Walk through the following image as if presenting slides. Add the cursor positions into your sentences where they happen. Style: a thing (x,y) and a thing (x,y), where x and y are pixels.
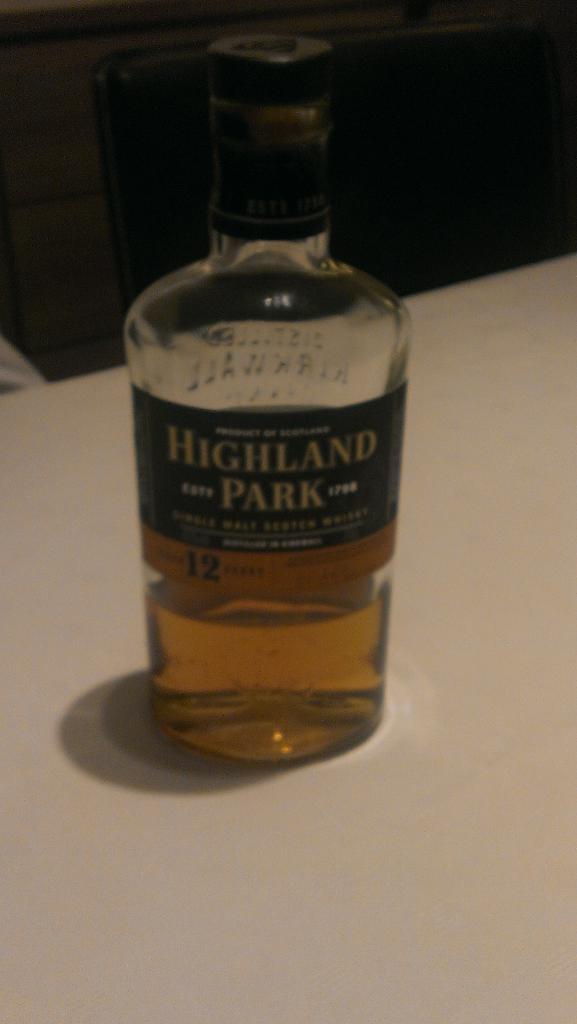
In this Image I see bottle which is on the table (63,806).
